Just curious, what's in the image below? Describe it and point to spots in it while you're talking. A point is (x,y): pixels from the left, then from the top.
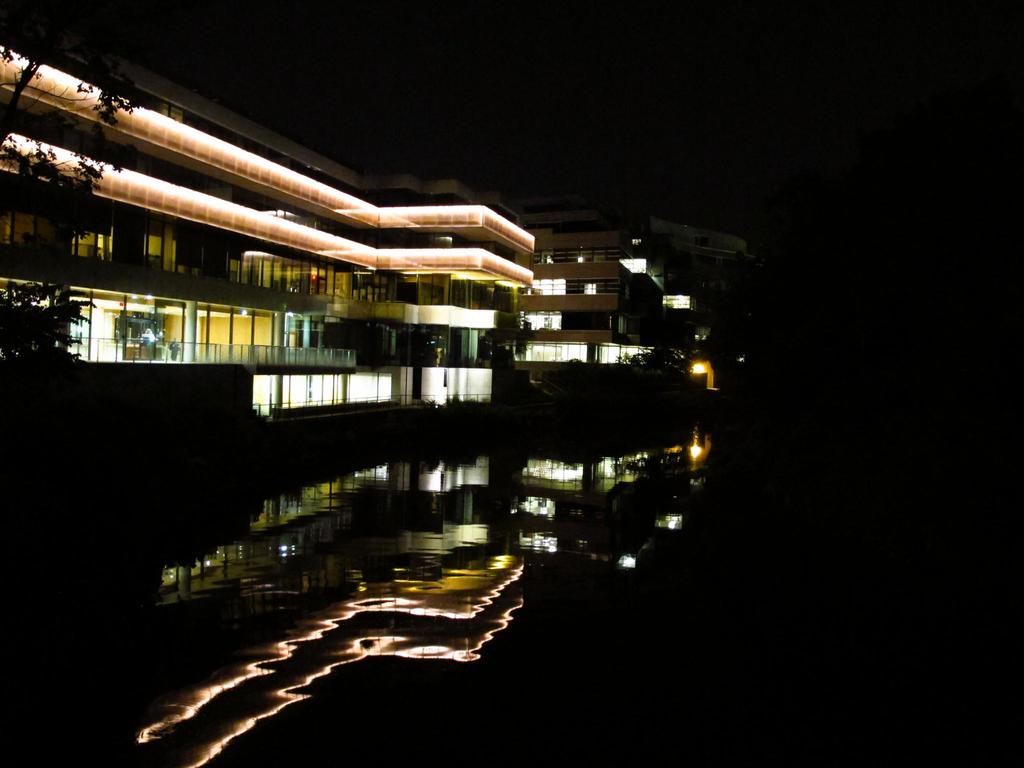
In this image we can see few building (362,303) and lights (420,255) in the image. There is a reflection (404,552) of buildings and lights (412,610) on the water (488,576). There is a lake (506,550) in the image. There is a tree (17,291) in the image.
